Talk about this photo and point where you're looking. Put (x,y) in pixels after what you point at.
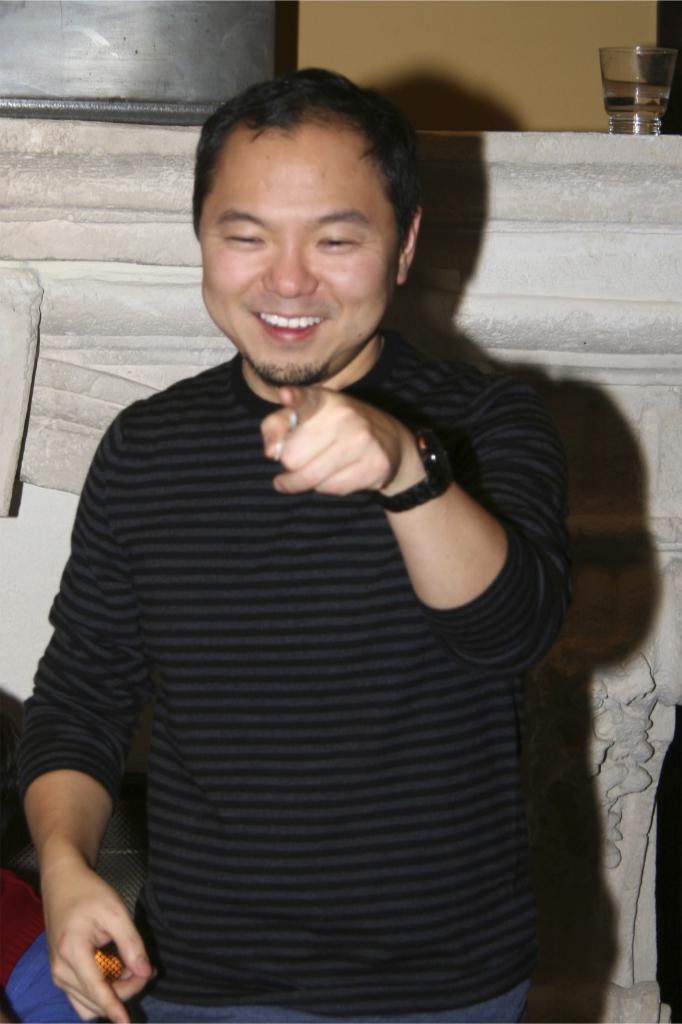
In the foreground of this picture (321,646), there is man (324,753) in black striped sweater (386,590) having smile on his face (354,322). In the background (515,220), there is a stone (572,176), container (238,20), glass (626,91) and the wall (590,95).
